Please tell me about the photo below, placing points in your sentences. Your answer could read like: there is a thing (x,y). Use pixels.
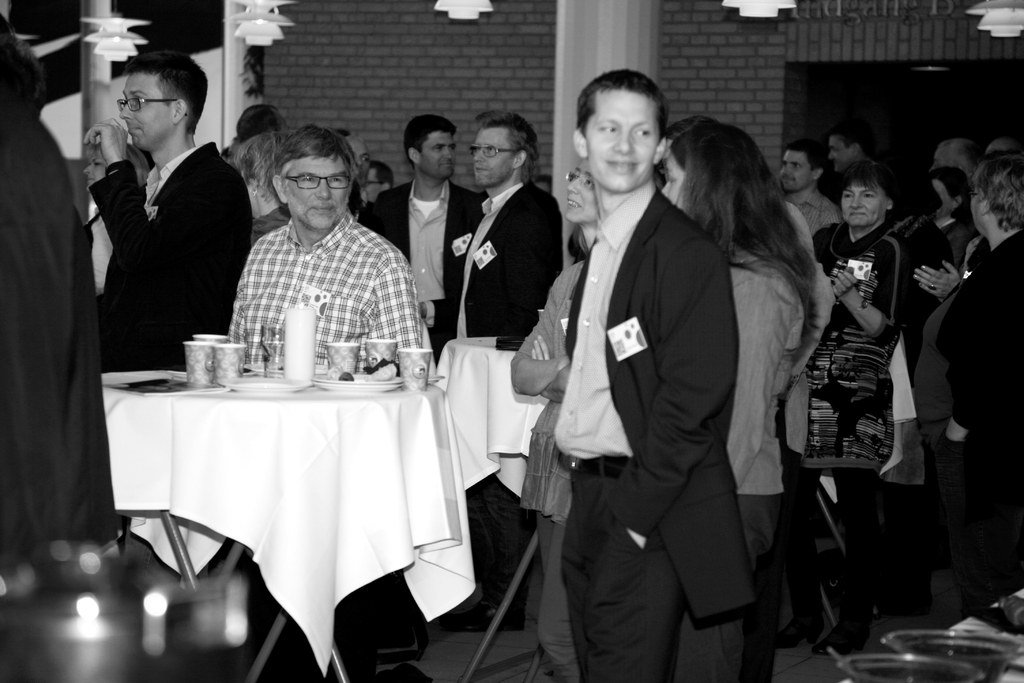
This is a black and white image. In the image there are people (752,271) standing. In the center of the picture (396,399) there are tables (432,386), cups (349,356) and plates (352,384). At the top (26,35) there are lights (1011,3). In the background (409,59) there is a brick wall (456,89).
